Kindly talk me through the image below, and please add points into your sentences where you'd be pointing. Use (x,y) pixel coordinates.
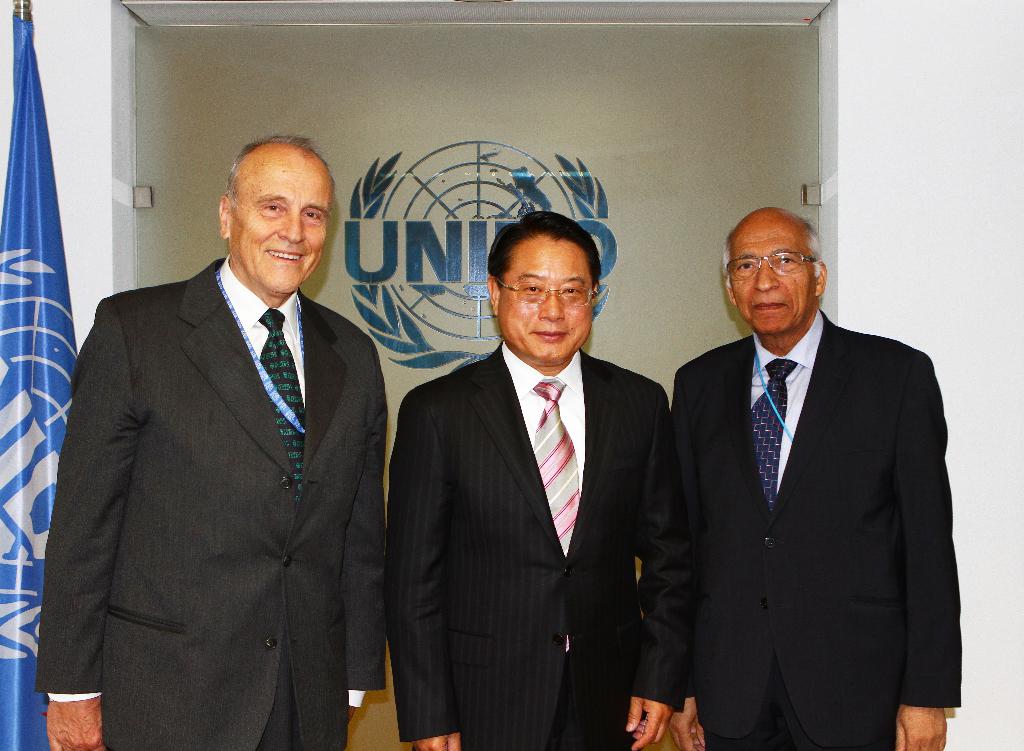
In the center of the image (430,428) we can see persons (548,389). In the background (86,85) we can see flag (30,71) and wall (925,103).
